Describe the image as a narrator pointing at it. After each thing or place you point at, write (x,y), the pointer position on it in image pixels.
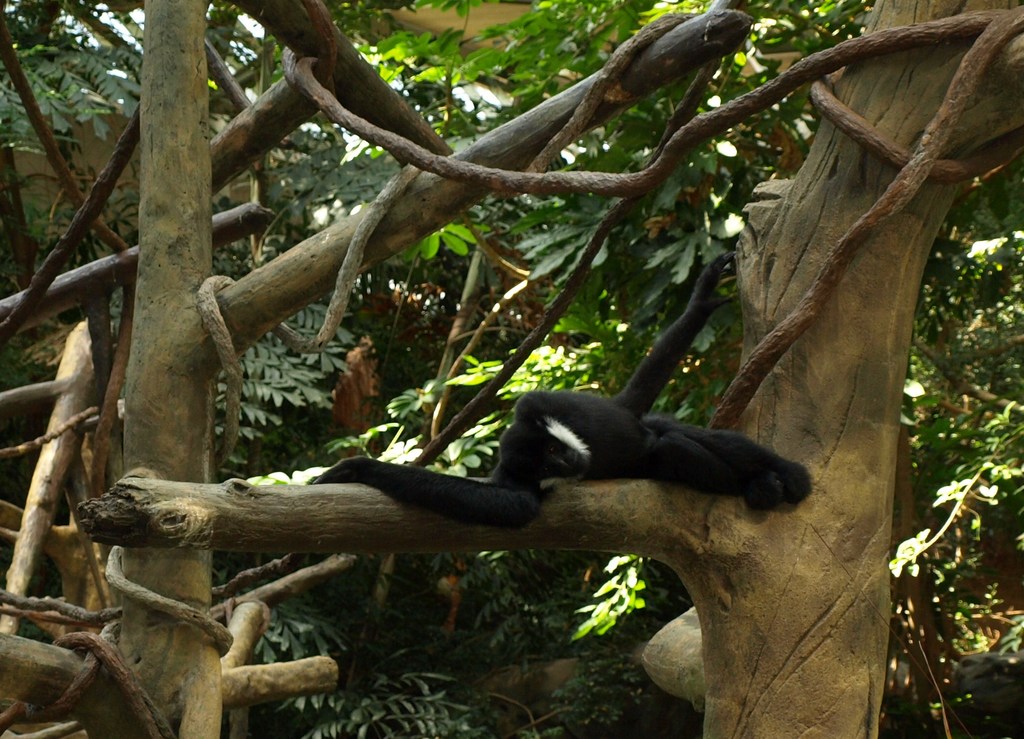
In this image there are trees (447,338) and there is an animal (497,484) which is black in colour on the tree (616,491).
